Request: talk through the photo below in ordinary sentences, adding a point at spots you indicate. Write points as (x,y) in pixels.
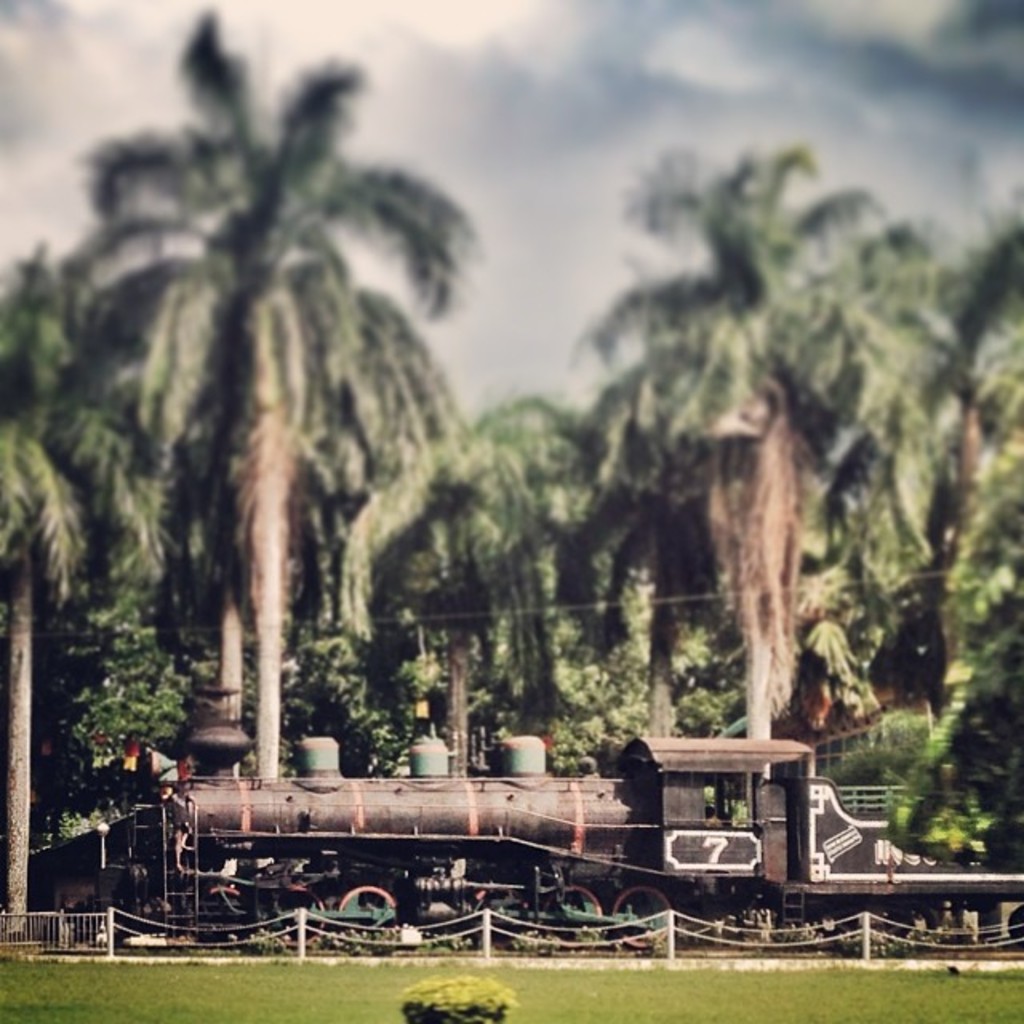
In this image I can see the railing (30,925), poles (305,953) and the metal chains (504,930). I can see the train (511,914). In the background (87,880) I can see the shed (83,856), many trees (261,742), clouds (461,301) and the sky (563,147).
